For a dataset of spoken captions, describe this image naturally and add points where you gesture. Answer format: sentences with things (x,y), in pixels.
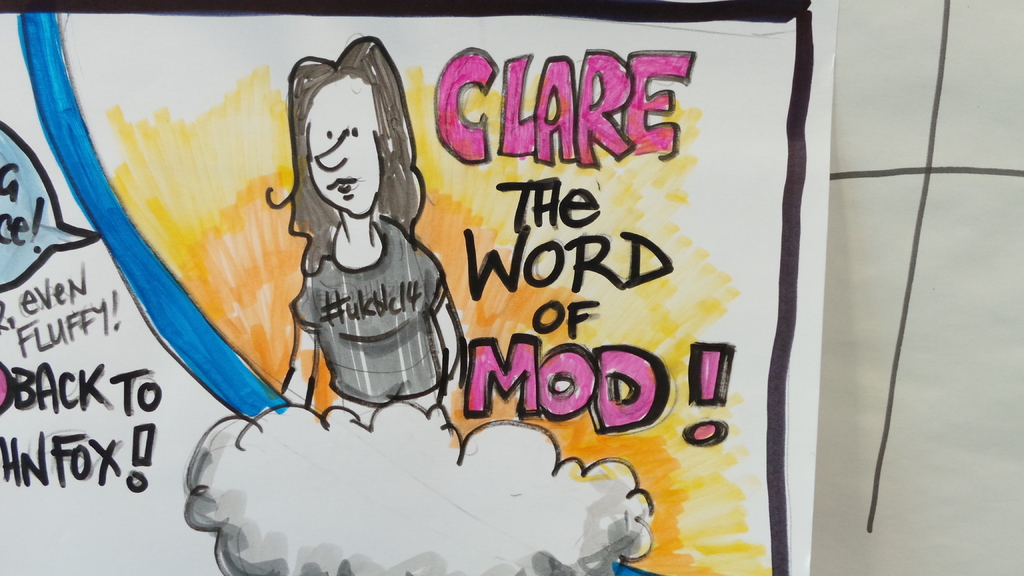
In the image in the center (480,377), we can see one paper (480,377). On the paper (480,377), we can see some drawings (534,500). And we can see something written on the paper (498,434).
